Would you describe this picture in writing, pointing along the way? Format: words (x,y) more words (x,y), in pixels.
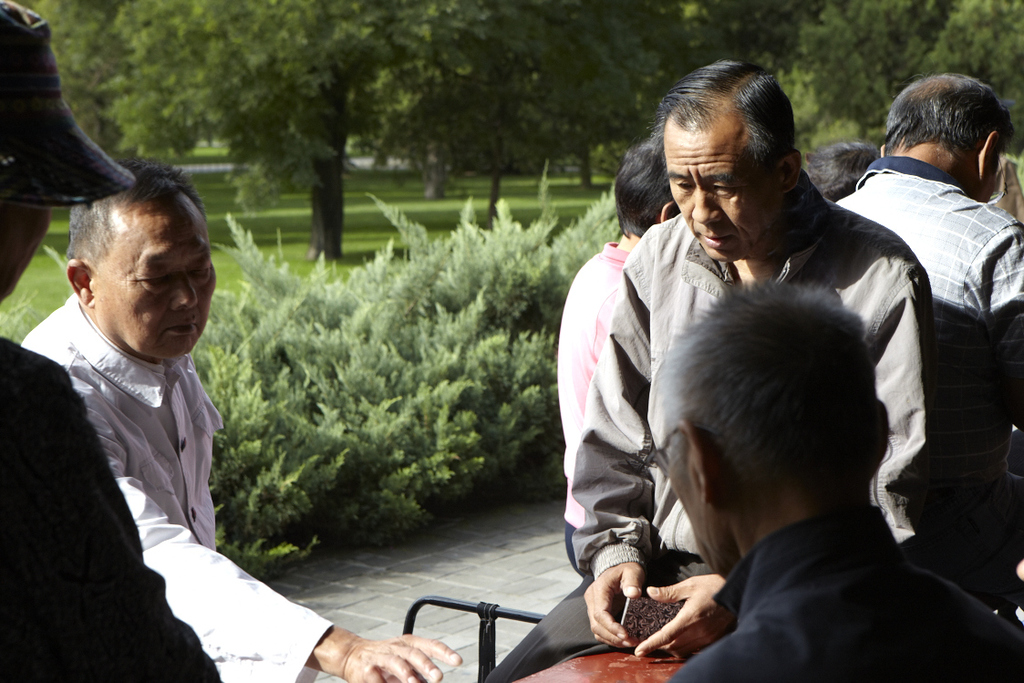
In this picture we can see some people (844,447) in the front (752,350), there are some plants (526,291) in the middle (357,426), in the background (354,230) there are trees (471,92) and grass (415,172).
